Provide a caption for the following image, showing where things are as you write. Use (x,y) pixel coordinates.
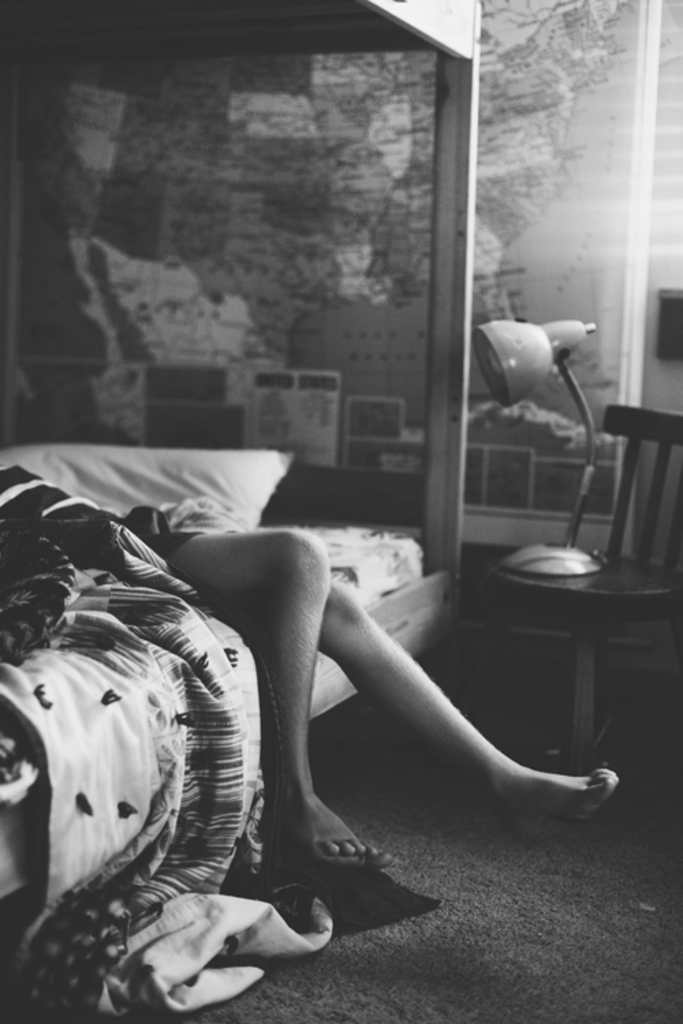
It is a black and white image, it is a bedroom (374,759) a person (293,680) is lying on the bed (246,672), there is a chair (582,618) beside the bed (438,307), on the chair (593,657) there is a bed lamp (595,463), in the background (635,109) there is a wall (679,75) and there is a map image (512,155) on the wall (541,163).
